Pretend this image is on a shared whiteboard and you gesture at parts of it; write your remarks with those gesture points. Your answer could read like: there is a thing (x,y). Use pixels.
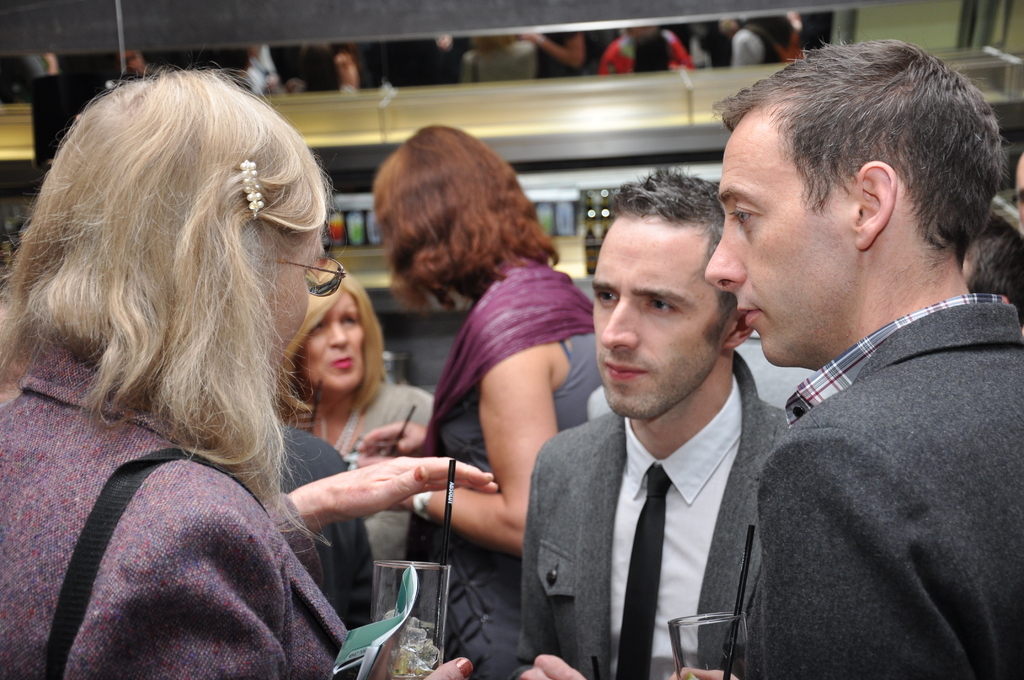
In this image we can see people (474,436) standing and holding glasses (713,668). In the background (598,126) there is a wall (580,102).
